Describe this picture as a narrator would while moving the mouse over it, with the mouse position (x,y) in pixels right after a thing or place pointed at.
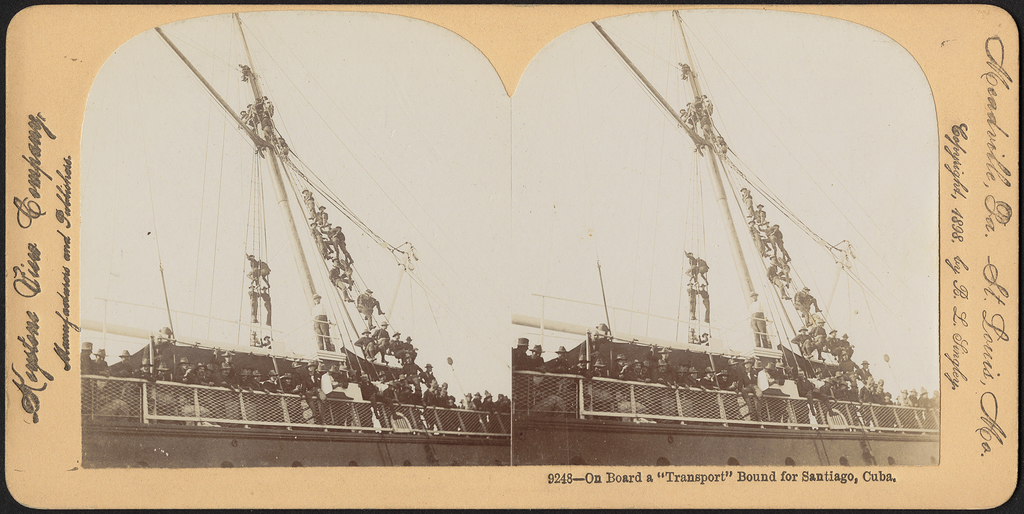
In this image there is a black and white poster (449,24), on that poster (56,384) there is some text (619,477) written and there are two pictures (487,299) with a boat (604,386) and few people (810,338) are climbing up the boat (691,71).
